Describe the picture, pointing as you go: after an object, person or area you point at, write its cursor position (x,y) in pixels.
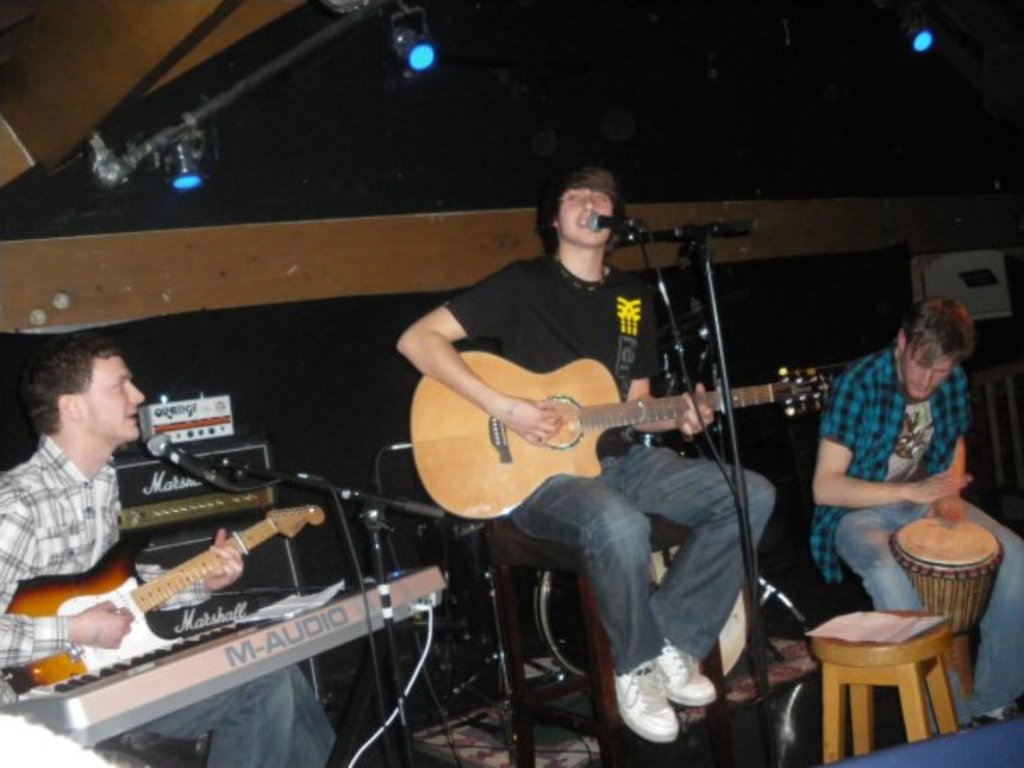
In this image 3 men (8,519) who are sitting and all of them are holding musical instruments (130,642) and I can also see there is a keyboard (85,682) over here and there is a stool (939,653). In the background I see the lights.
